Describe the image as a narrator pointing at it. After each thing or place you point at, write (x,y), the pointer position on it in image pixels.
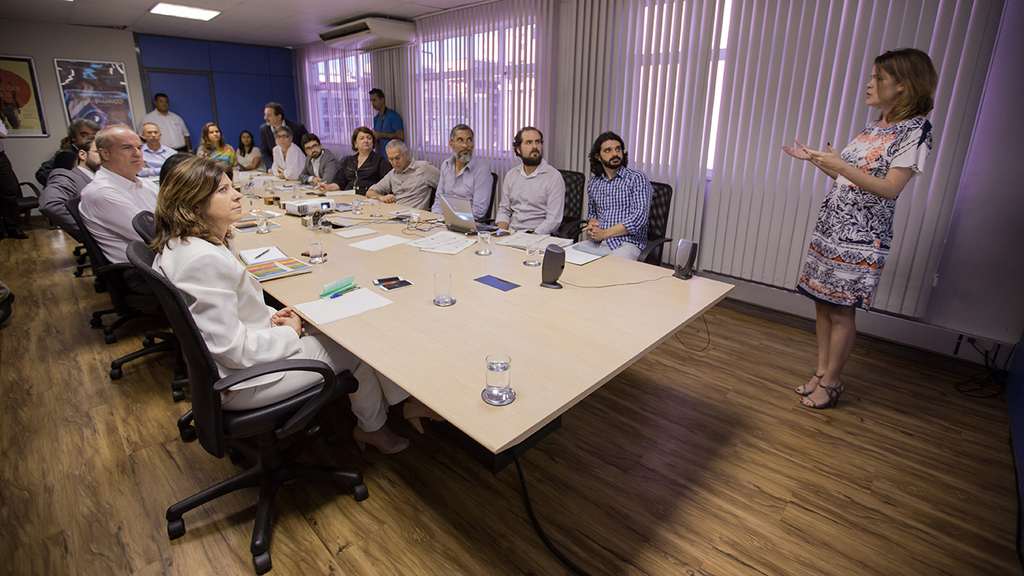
In this picture most of the persons (395,149) are sitting and few persons (838,171) are standing. This is a window (689,70) with curtains (684,77). Air conditioner (405,29) is on wall (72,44). A posters (119,88) on wall (59,90). On this table (351,273) there are papers (350,244), projector (299,209), mobiles (385,284), speakers (554,271) and book (294,266).
